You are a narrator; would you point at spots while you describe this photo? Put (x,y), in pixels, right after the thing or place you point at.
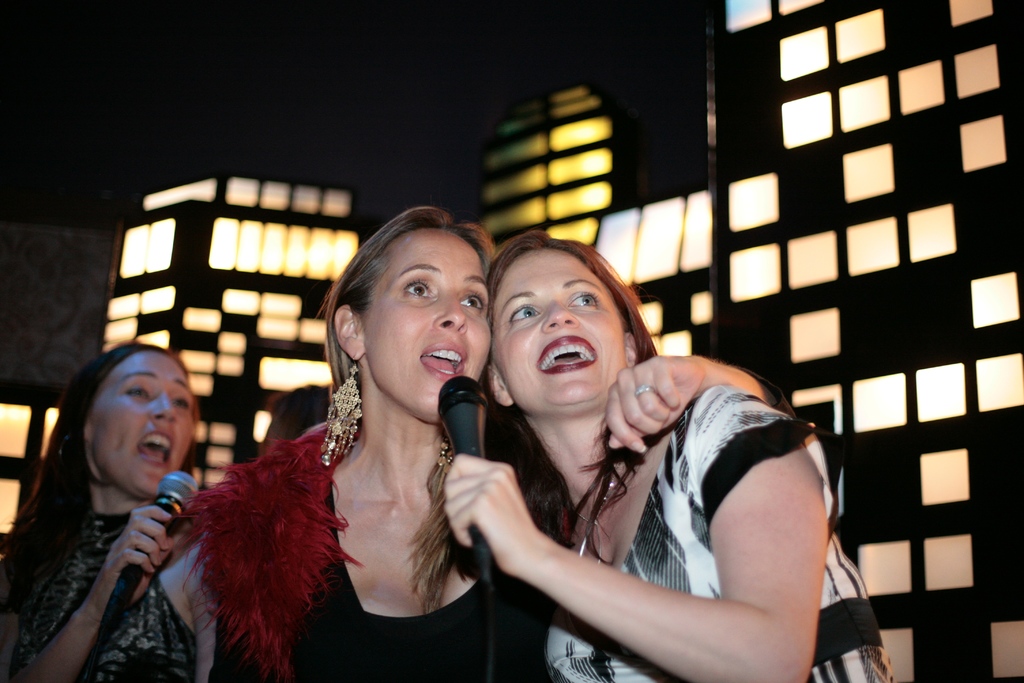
There are three women (389,453) in this picture. There are two mics (120,594) in their hands (136,556). All of them were singing. In the background (683,163) there is a wall (626,217) with some design (585,218) here.
